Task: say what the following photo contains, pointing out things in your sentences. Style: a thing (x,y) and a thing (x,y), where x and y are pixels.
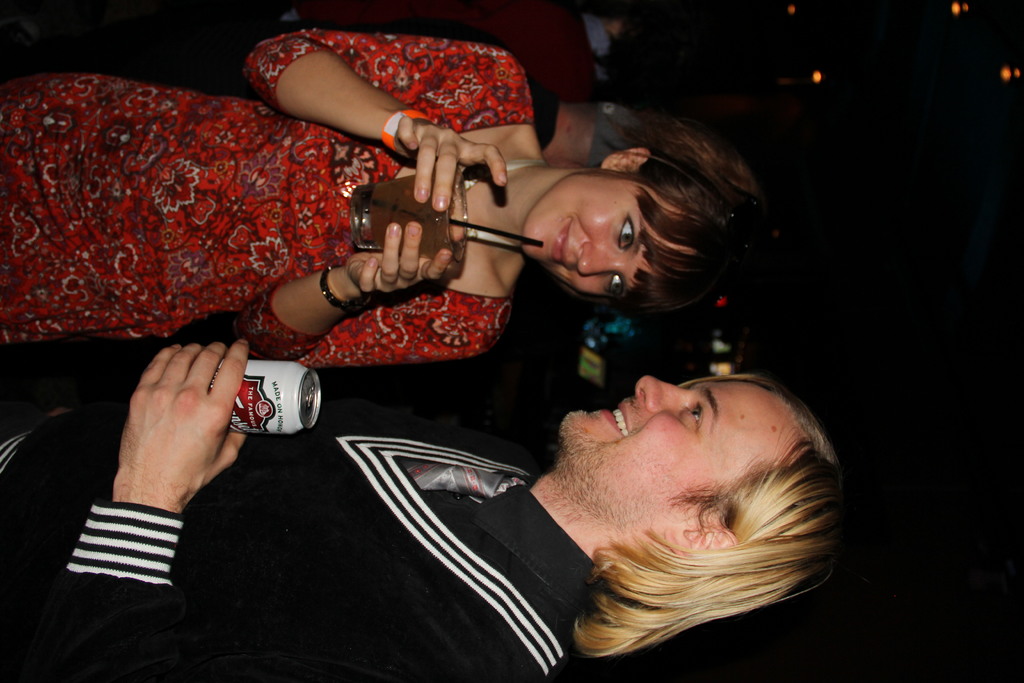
As we can see in the image there are two people (329,332). The man (502,609) over here is wearing a black color dress (323,433) and holding a tin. The woman (134,178) is wearing red color dress (31,241) and holding glass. In the background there are few people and the background (848,371) is blurred.
